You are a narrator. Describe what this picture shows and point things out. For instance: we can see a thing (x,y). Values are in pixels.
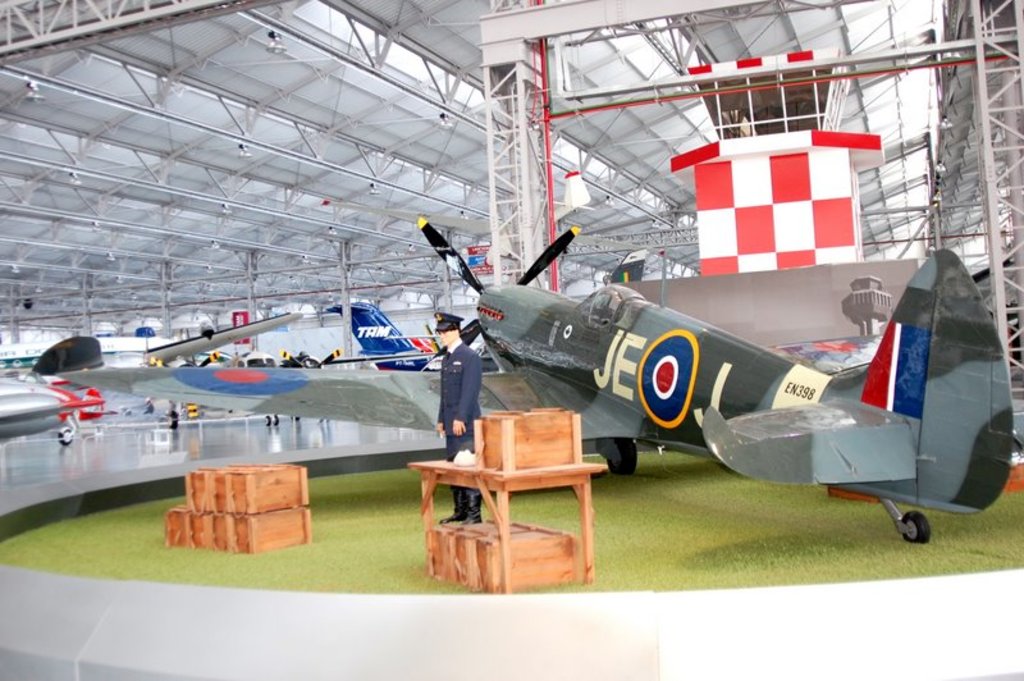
In this image I can see the ground (359,553), few wooden boxes (293,529), a person (466,512) wearing uniform (449,418) is standing and a aircraft (553,354) which is grey, green, blue, red, white and cream in color is on the ground (770,538). In the background (404,353) I can see few other aircrafts (279,362) on the ground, the ceiling (224,134) and an object (709,189) which is red and white in color.
